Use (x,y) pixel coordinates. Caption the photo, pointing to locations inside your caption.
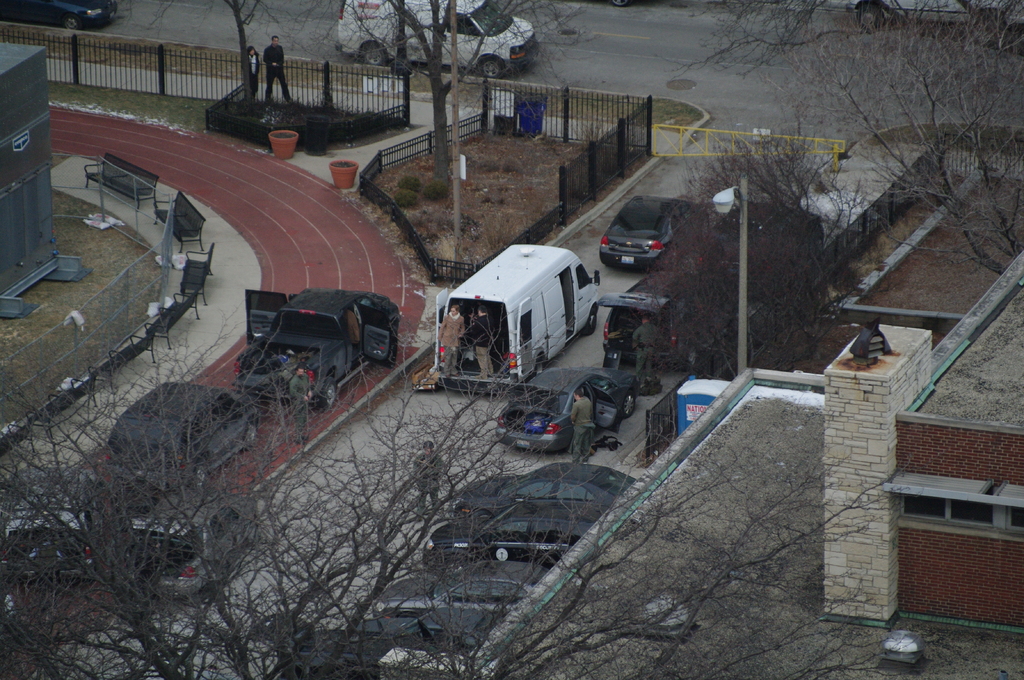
In this image I can see few vehicles (251,417) on the road (390,421). To the right (813,516) I can see the buildings (731,455). I can see few people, trees (669,335) and the poles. To the left (11,254) I can see the container (19,266) and the benches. In the background (558,167) I can see the railing (362,191).
